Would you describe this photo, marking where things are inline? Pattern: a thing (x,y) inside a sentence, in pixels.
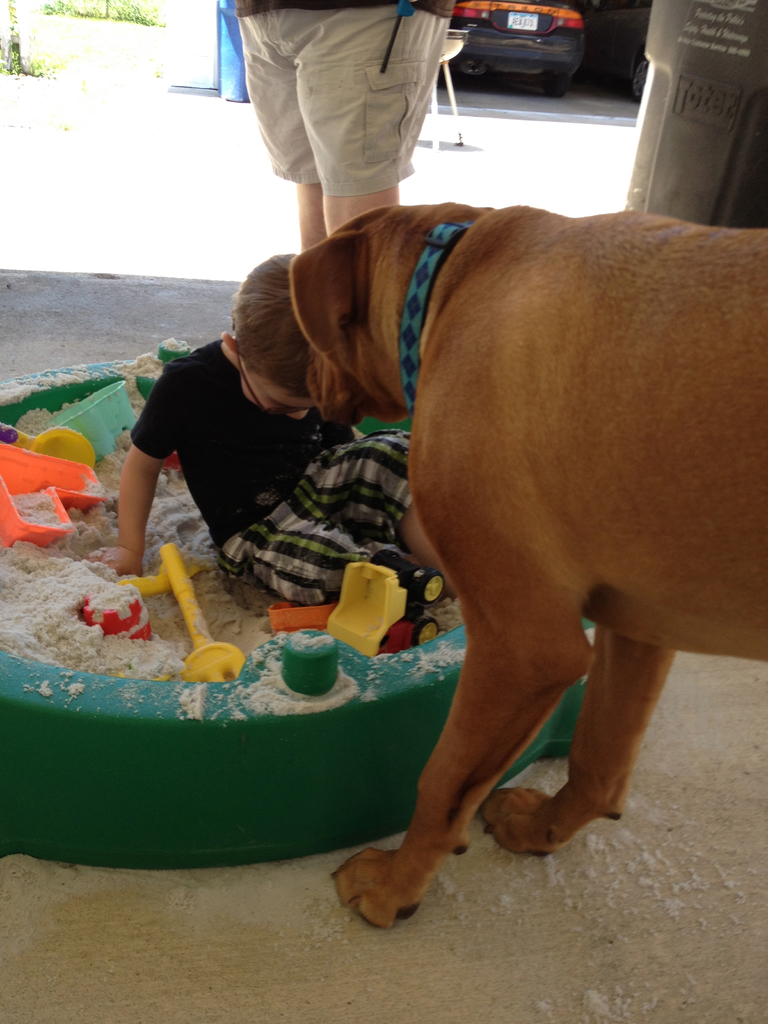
In this image, we can see a kid (264,573), sand (236,614) and some toys (358,617) in the tub (240,726). There is a dog (687,592) on the right side of the image (656,470). There are person legs (343,170) at the top of the image (371,52). There is a car (579,31) in the top right of the image (569,57).
